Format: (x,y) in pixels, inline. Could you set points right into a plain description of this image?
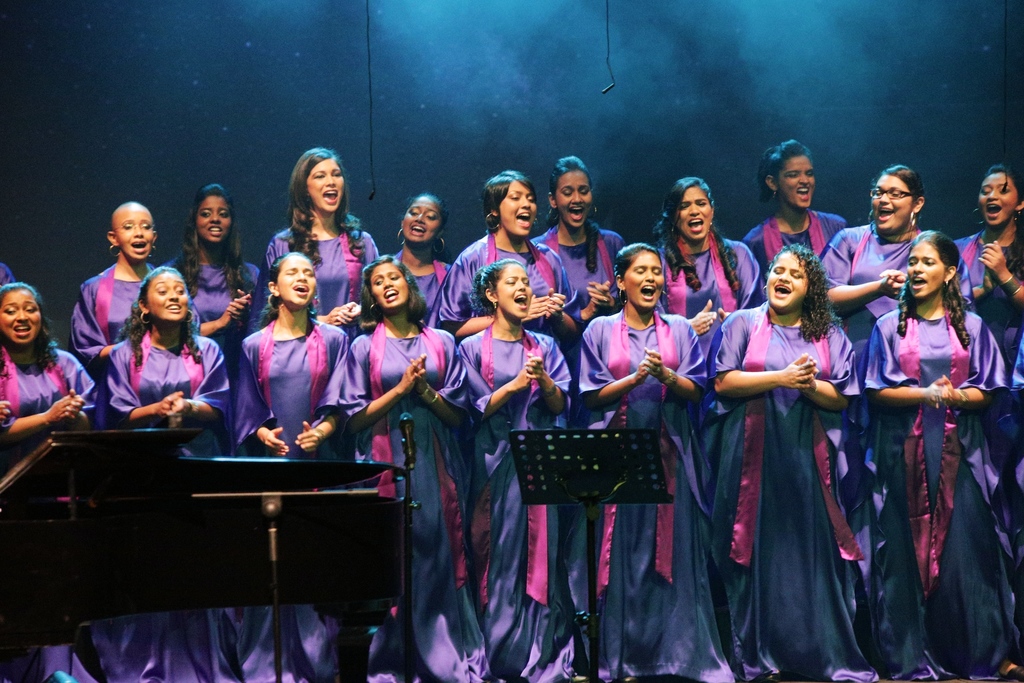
In this image I can see a group of women (527,381) are standing. These women (538,363) are wearing uniforms (583,390). I can see microphones (406,506), some other of musical instruments (305,530) and objects (576,488).
